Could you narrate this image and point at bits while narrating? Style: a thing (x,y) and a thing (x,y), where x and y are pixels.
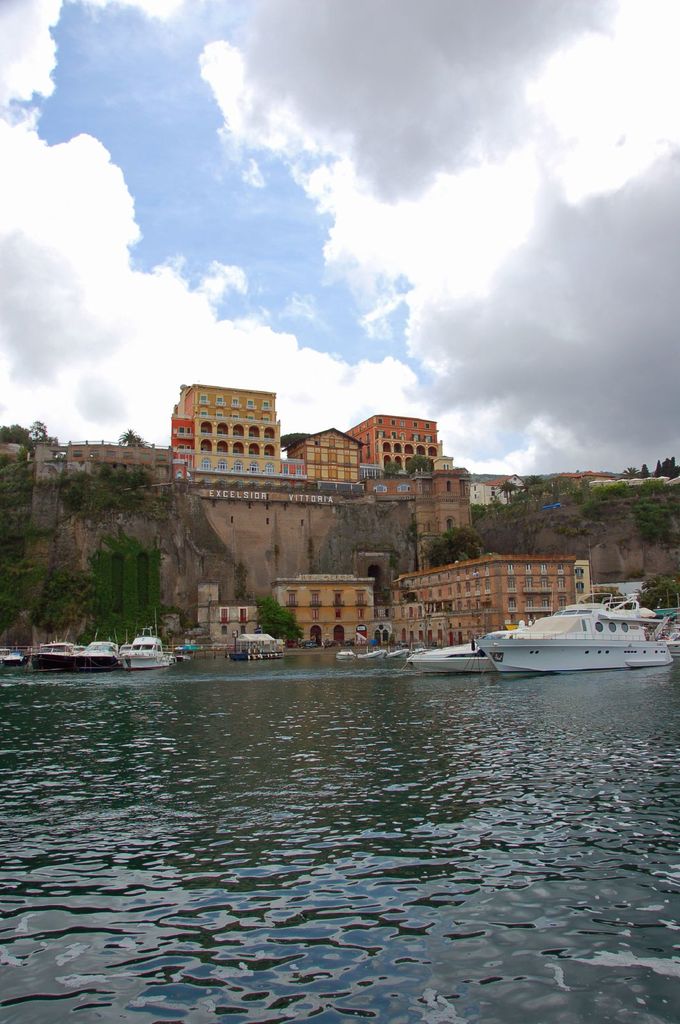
There are ships (42,649) on the surface (103,818) of water (11,718) in the center of the image (246,652) and there are buildings (348,617), wall (395,537), greenery (479,510) and sky (441,326) in the background area (403,435).
